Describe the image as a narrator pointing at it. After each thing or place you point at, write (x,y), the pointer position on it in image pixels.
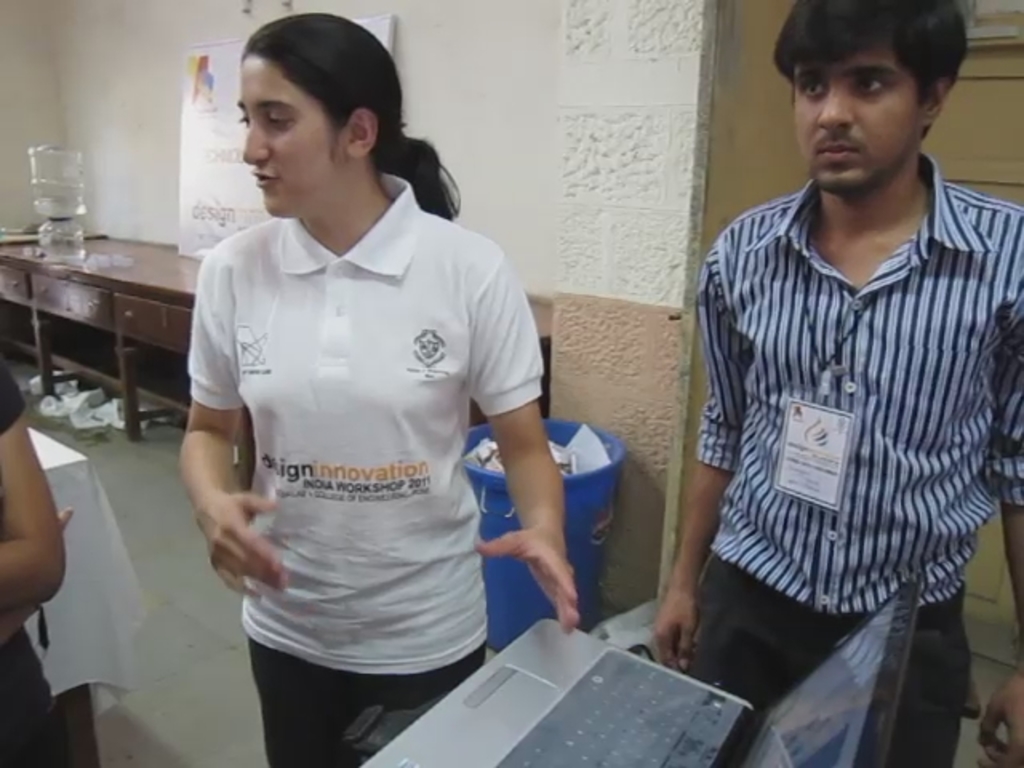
In this image a woman (368,36) is standing. At the right side (997,385) there is a man (1008,312). Back to this woman (443,392) a dustbin (494,568) is there. Left side (14,401) there is a person (5,383) standing behind her there is a table (125,645). There is a water can (66,159) on a table (84,294) which is closer to the wall (629,56) having a poster (204,227).
